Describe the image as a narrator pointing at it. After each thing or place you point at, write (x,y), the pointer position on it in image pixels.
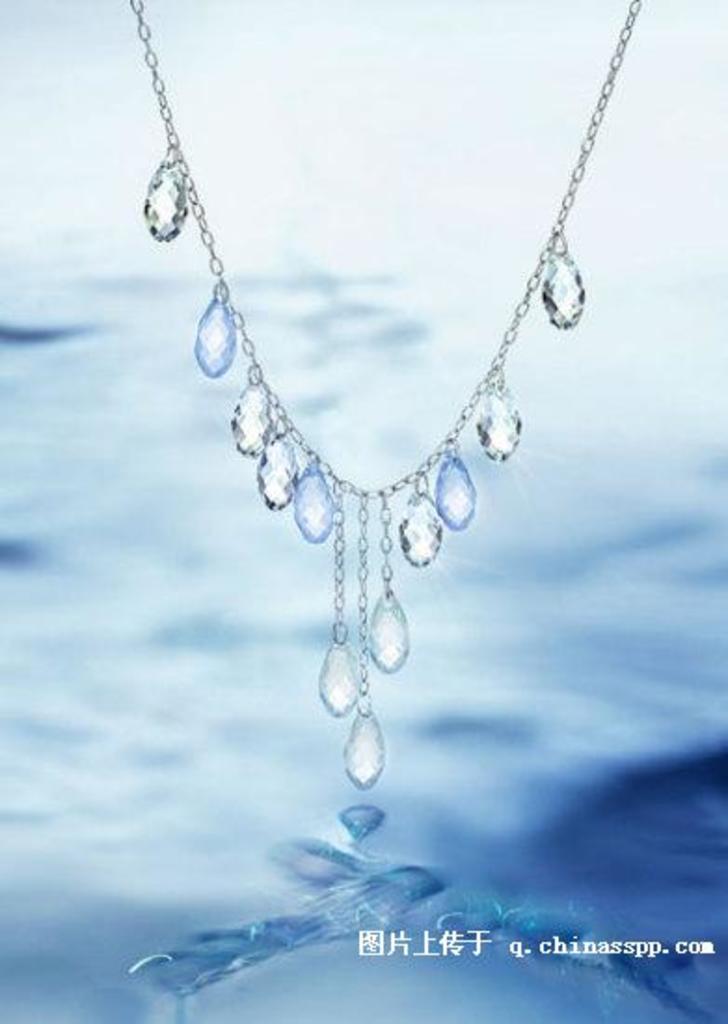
In the image we can see a neck chain (223,278), this is a chain (363,541) and diamond stones (278,486). This is a watermark (460,955) and the background (408,1011) is blurred.
